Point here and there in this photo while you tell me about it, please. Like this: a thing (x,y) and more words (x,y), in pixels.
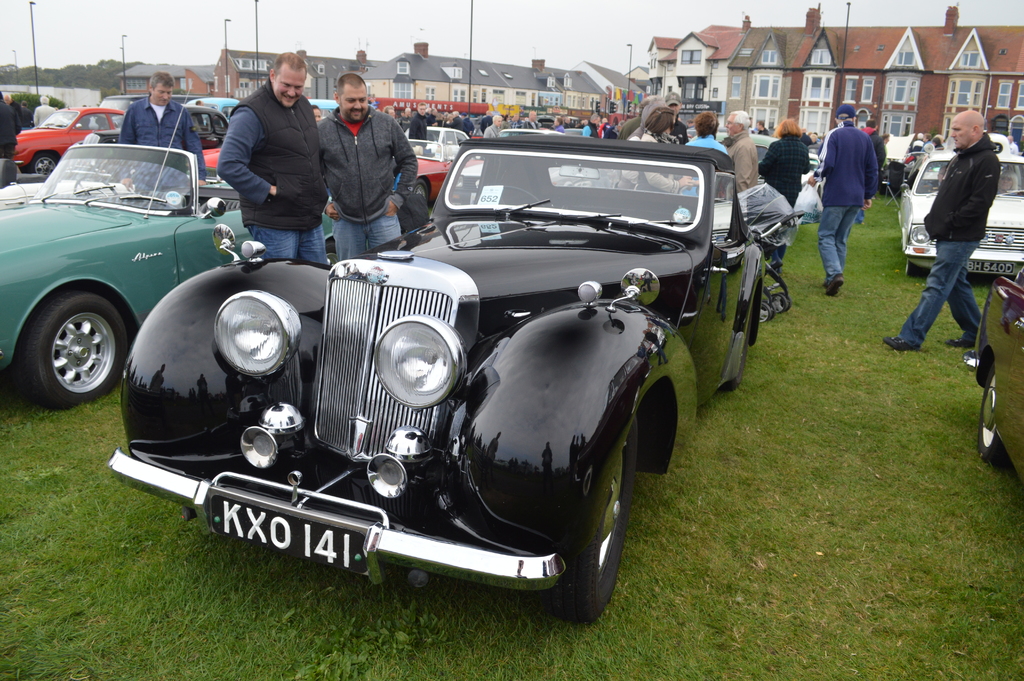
In this picture we can see cars (164,219) parked on the ground (839,544), at the bottom (839,598) there is grass (831,600), we can see some people (246,150) here, in the background (815,110) there are some buildings (749,70) and poles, we can see the sky (369,59) at the top of the picture (490,26).
